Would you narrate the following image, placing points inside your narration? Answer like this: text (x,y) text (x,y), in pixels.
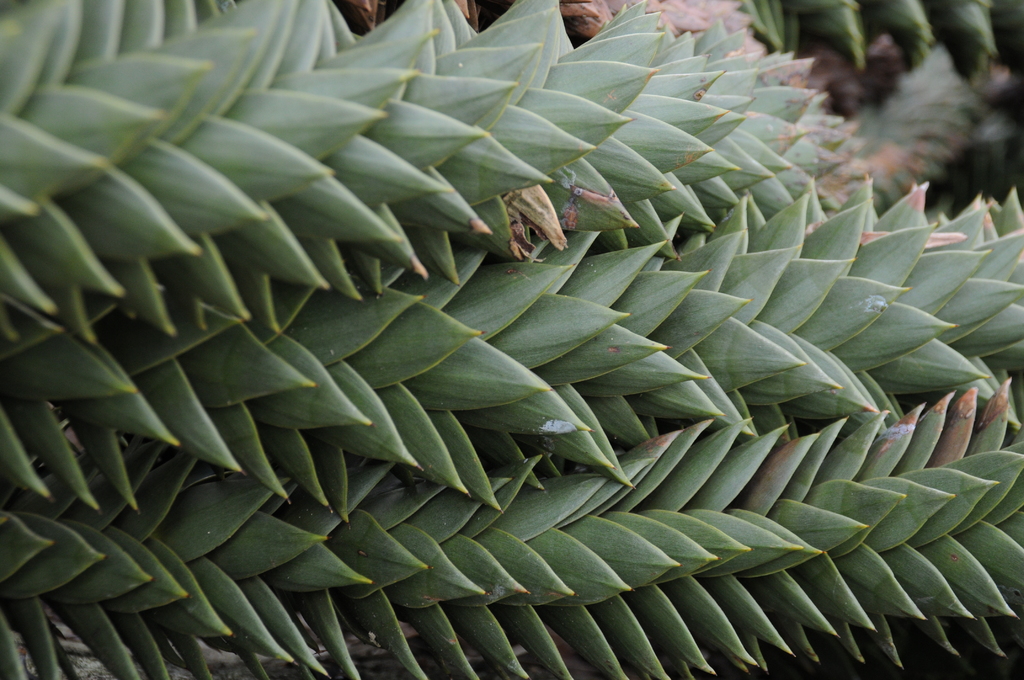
Here in this picture we can see plants (672,557) present all over there.
